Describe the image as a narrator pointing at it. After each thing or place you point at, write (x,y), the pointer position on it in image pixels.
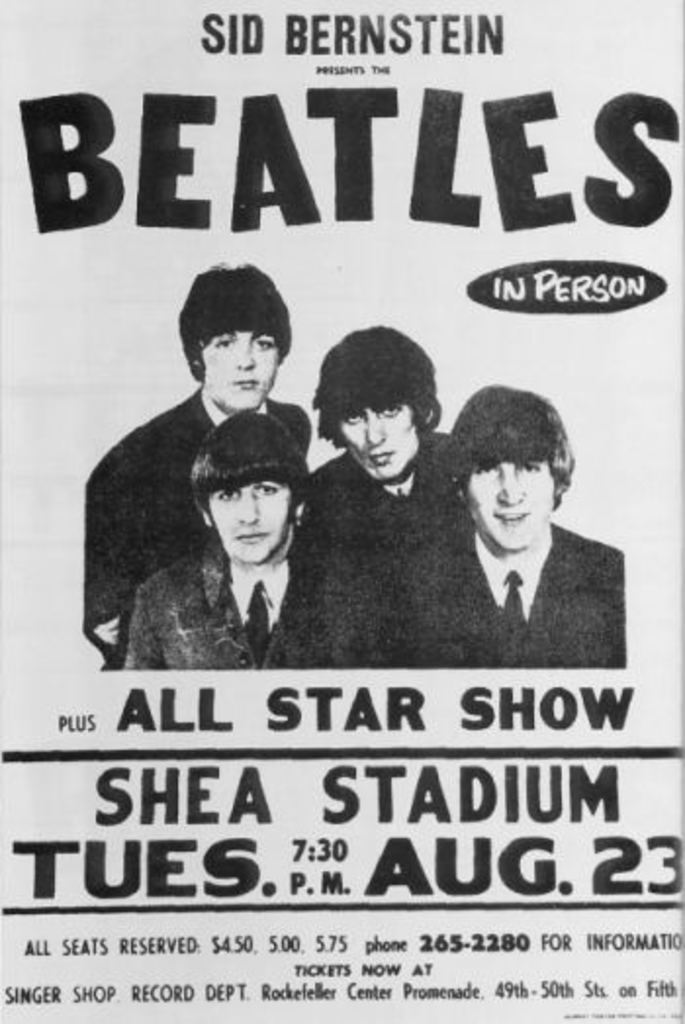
In this picture I can see a poster (277,173) in front (333,38), on which I can see the depiction of 4 men (419,487) and I see something is written.
